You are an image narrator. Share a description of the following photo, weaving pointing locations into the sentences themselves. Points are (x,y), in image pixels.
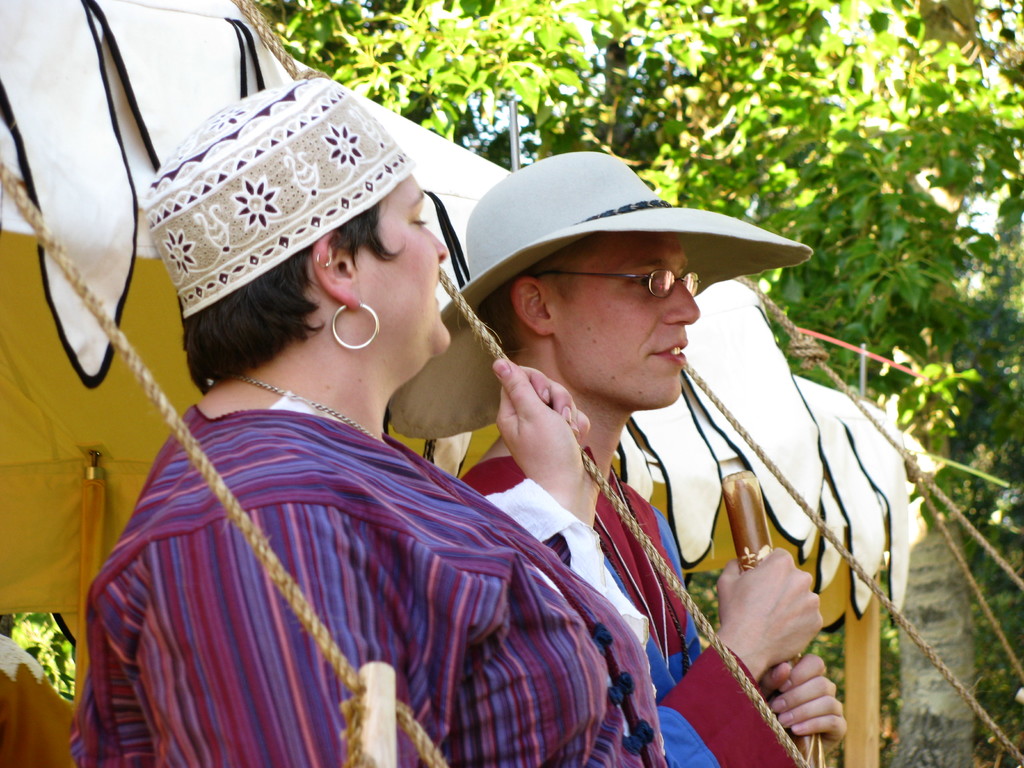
In the image there are two persons (413,456) standing with a cap (279,212) and hat (704,286) on their head (345,292). There is a man (533,210) with spectacles (656,282). Behind them there is a tent (137,137) with ropes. And in the background (804,314) there are trees (728,186).
